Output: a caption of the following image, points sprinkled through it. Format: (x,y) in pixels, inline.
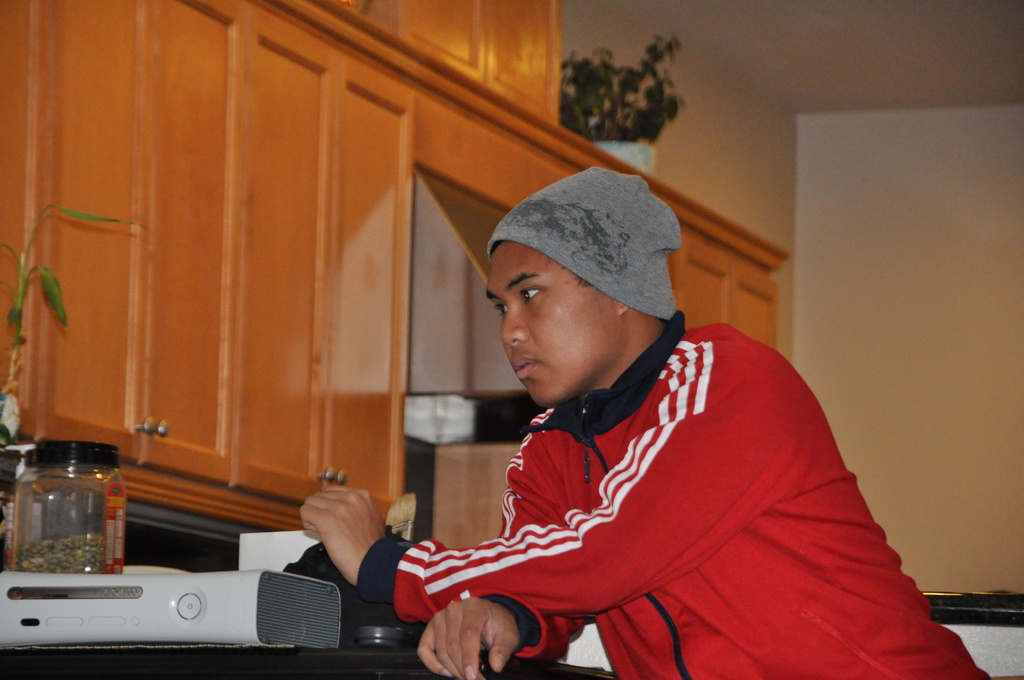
In this image we can see a person (540,419) wearing a red color jacket (628,516), in front of him we can see a table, on the table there is a jar (55,541) and some other objects (177,612), there is a potted plant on the cupboards (243,238) and in the background (705,163) we can see the wall (726,173).
